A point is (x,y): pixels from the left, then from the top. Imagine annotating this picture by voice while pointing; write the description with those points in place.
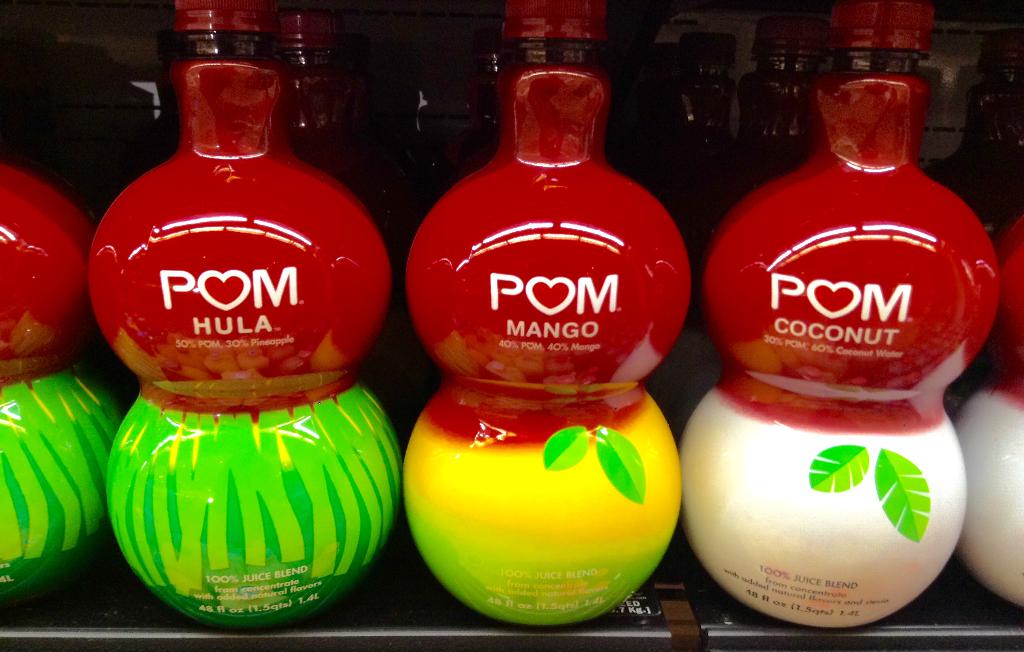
In this image, In the front side (608,398) we can see five bottles (383,476). In the back side (796,147) there are many bottles (470,120). In the middle (553,267) there is a bottle (552,366) on that there is a text (544,290).
